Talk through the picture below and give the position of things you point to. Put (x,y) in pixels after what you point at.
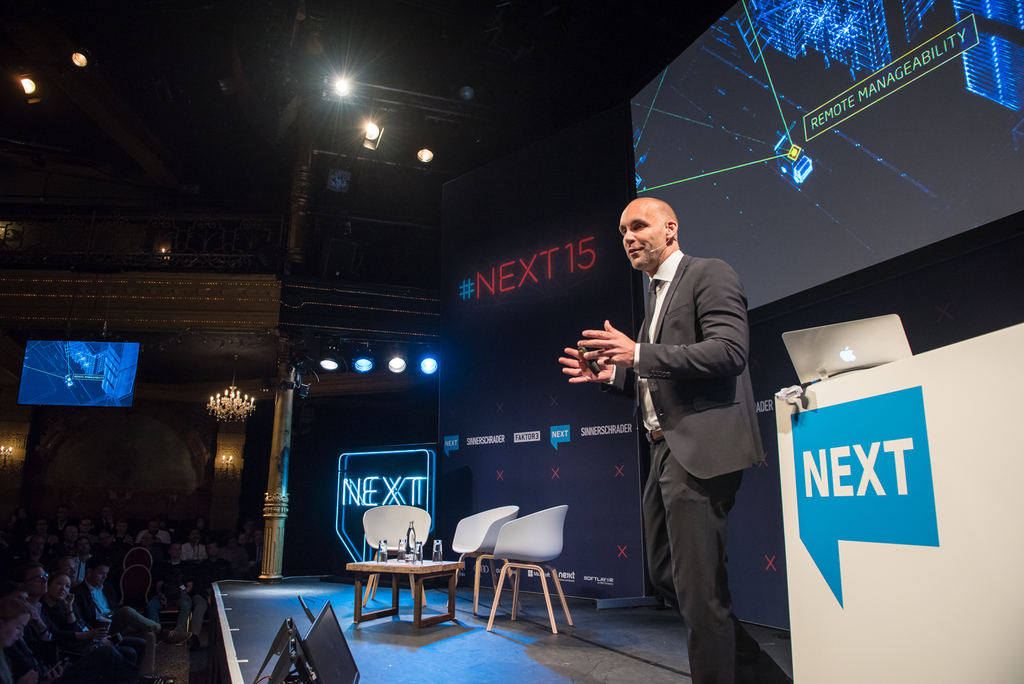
Group of people (154,553) sitting on the chairs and this person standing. We can see bottle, glasses (435,560), laptop (822,360) on the tables (893,398) and we can see chairs (475,525). On the background (750,128) we can see screen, banner (513,270), On the top we can see lights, screen (81,377).
